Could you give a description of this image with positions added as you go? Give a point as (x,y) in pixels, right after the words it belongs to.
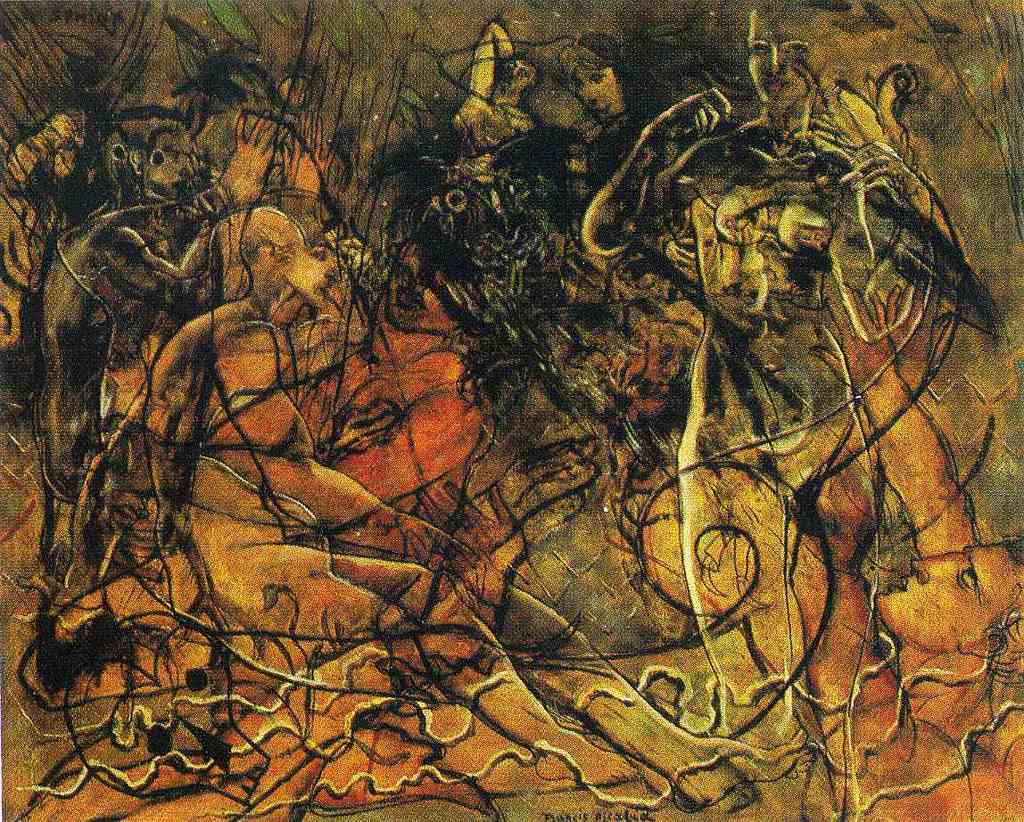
Here we can see drawings (299,374) of few people (357,450), trees (322,102) and some other designs (423,796) in it.
